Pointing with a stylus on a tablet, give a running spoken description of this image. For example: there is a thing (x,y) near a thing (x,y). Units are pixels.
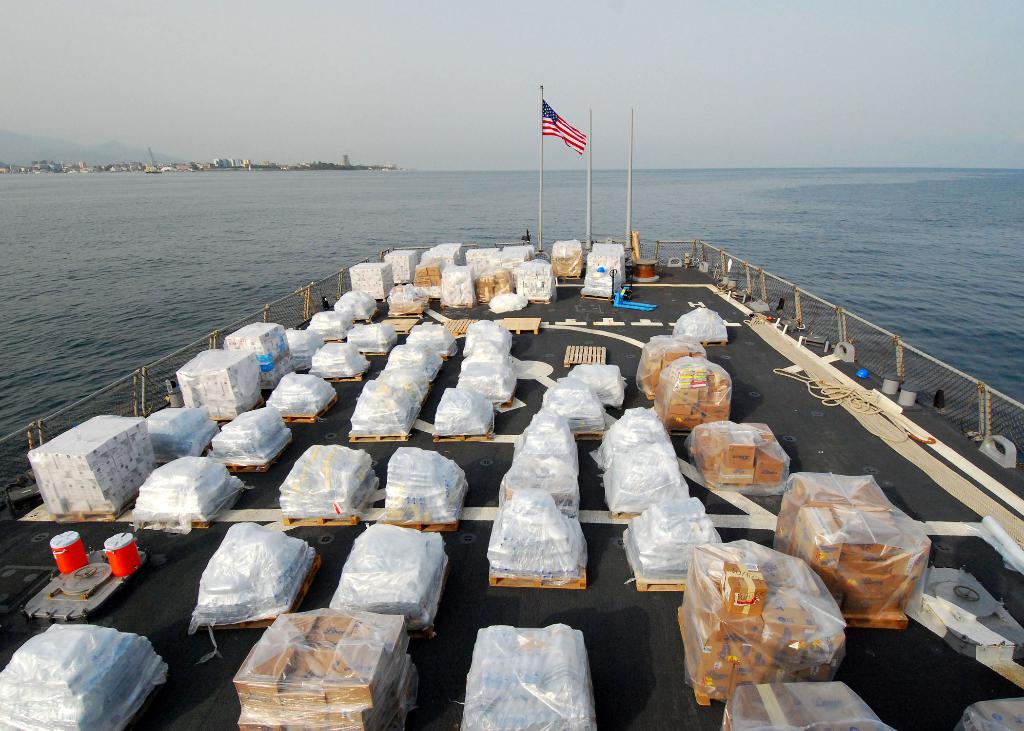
In this image we can see a ship (732,354) on the water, in the ship (816,435) we can see some objects (579,398), poles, rope (849,400) and a flag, there are some buildings (218,161) and trees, also we can see the sky (375,154).
